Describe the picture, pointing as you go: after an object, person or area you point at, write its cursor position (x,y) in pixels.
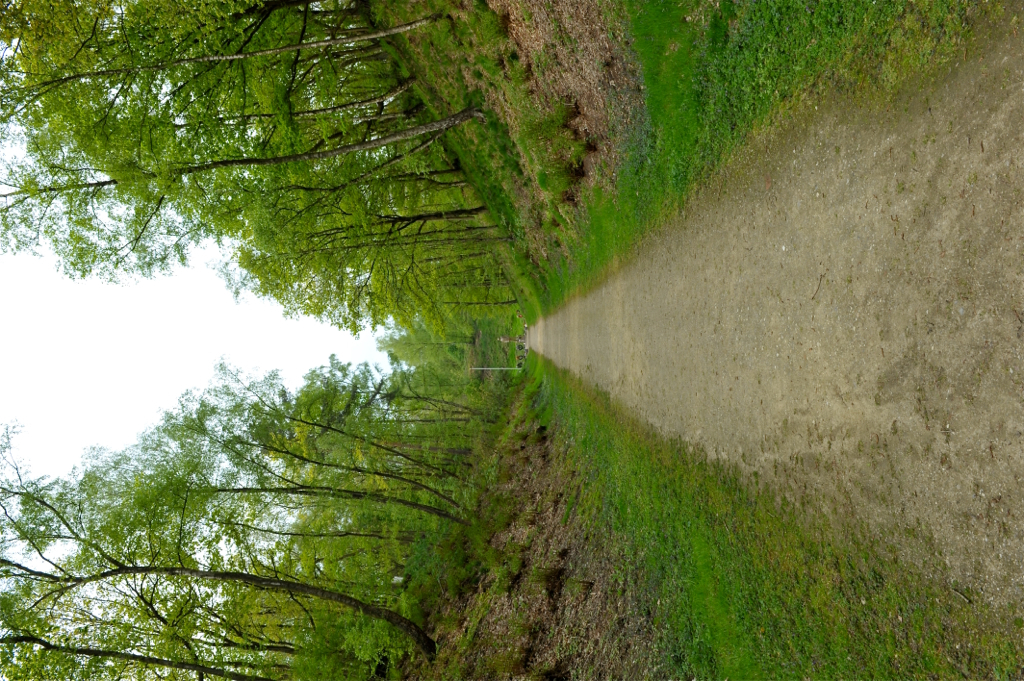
In this picture we can see grass (624,475) and few trees (409,190).
